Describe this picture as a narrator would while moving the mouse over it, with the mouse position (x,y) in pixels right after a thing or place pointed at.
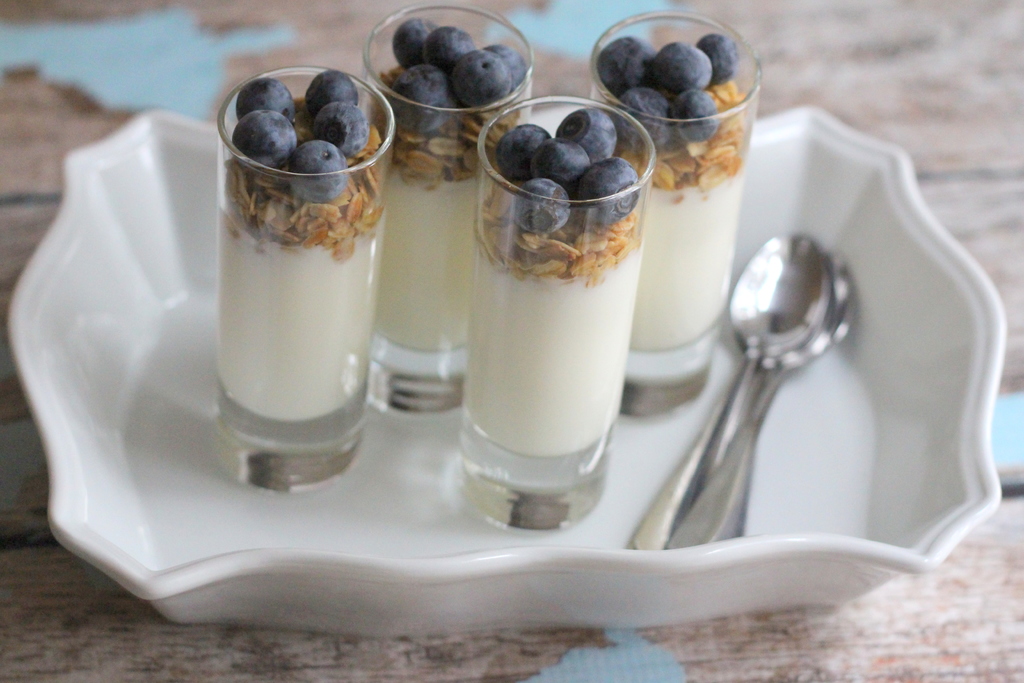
In this image there is a tray (764,445) on the table (20,626). In the tray (407,423) there are few glasses (670,325) and spoons (731,406) on it. Glasses (338,346) are filled with drink (447,286) and some fruits (483,95) in it.
